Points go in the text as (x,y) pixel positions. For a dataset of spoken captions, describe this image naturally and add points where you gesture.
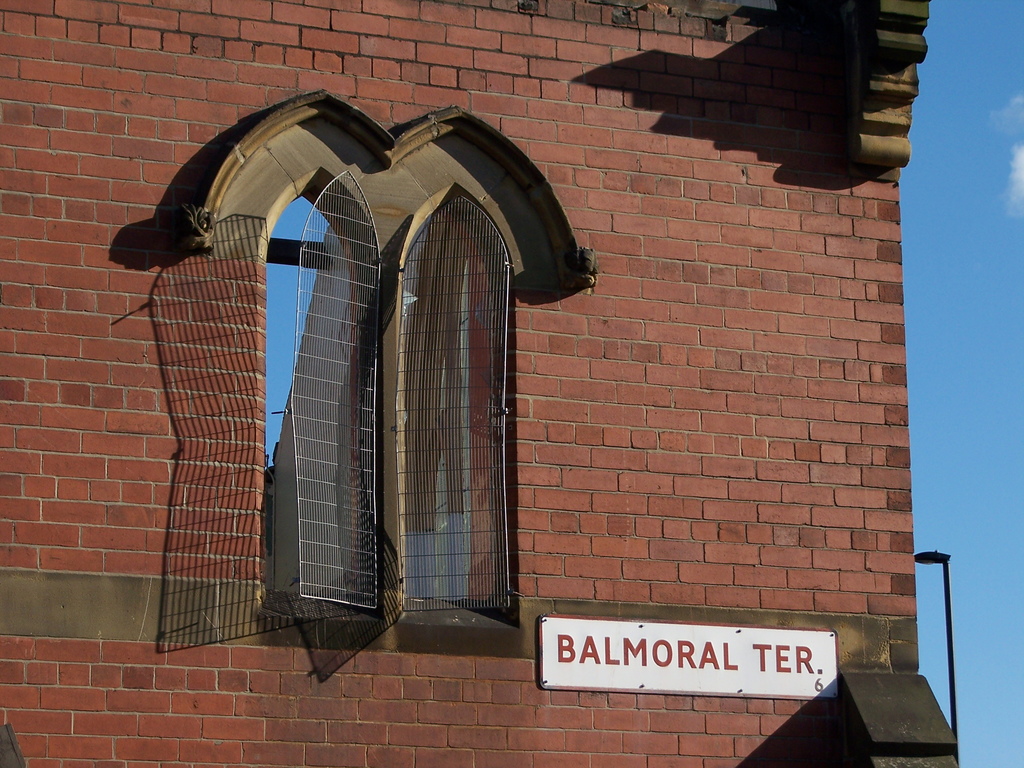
In the center of the image (464,301) we can see window (281,285) to the building (751,427). In the background (940,278) there is sky (945,283).
